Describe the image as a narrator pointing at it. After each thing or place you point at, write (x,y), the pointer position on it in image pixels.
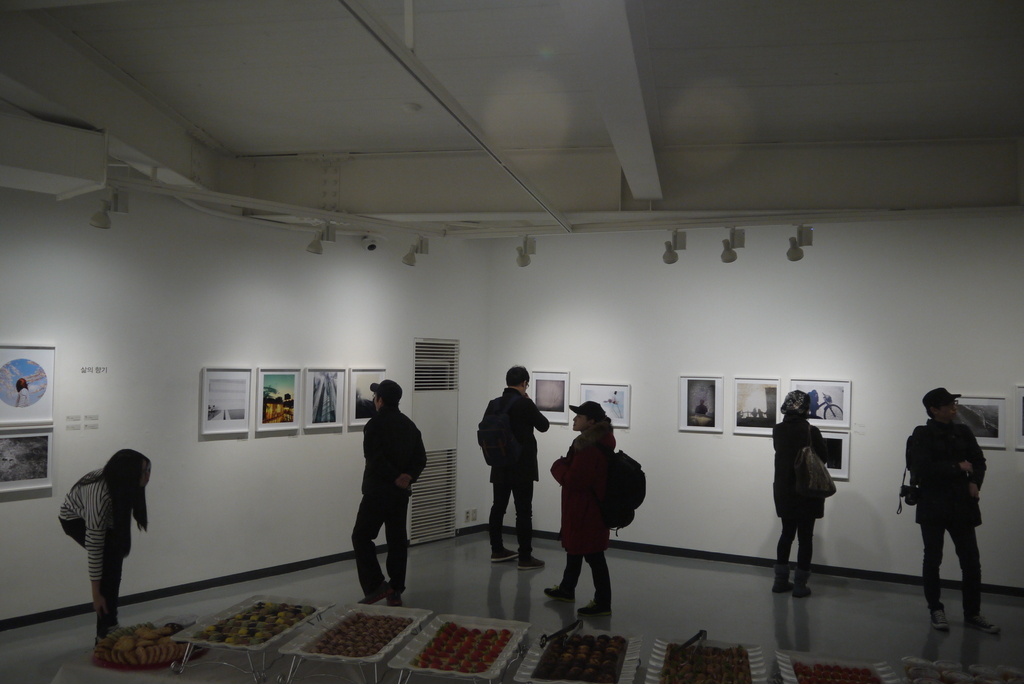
In this picture I can see there are a group of people (781,558) standing and there is a table (458,657) here and there is some food (371,644) placed on the table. The people (115,561) are looking to the photo frames (277,427) placed on the wall (312,263) and there are lights (808,235) attached to the ceiling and there is a camera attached to the ceiling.
